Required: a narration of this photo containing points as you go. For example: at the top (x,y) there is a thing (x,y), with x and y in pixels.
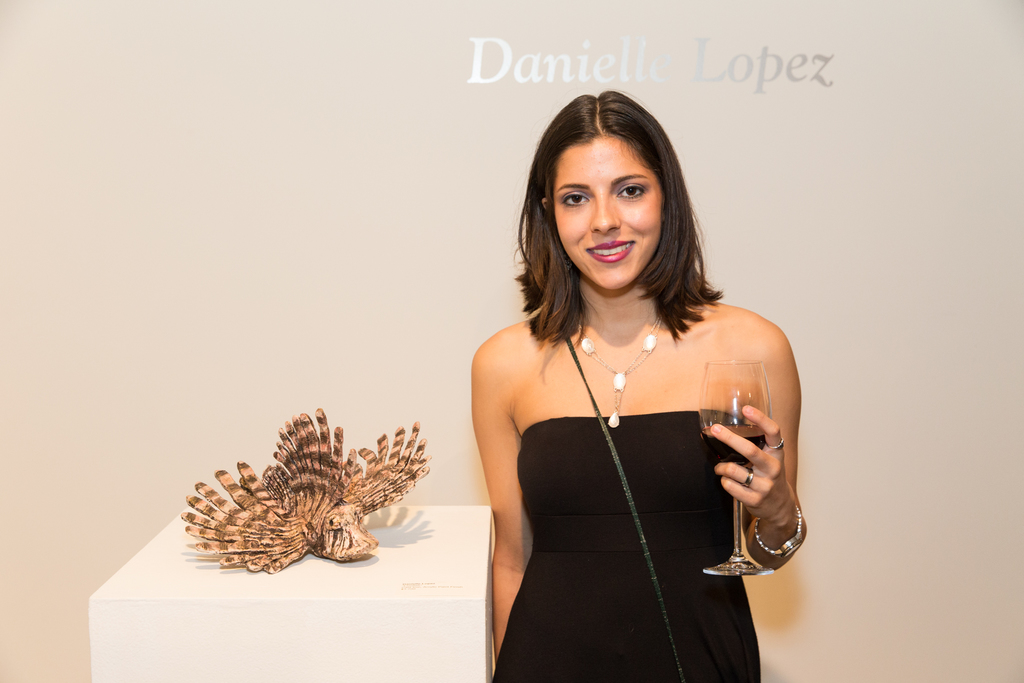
On the right (686,319) a woman (752,333) is standing with a wine glass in her hand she is smiling.
